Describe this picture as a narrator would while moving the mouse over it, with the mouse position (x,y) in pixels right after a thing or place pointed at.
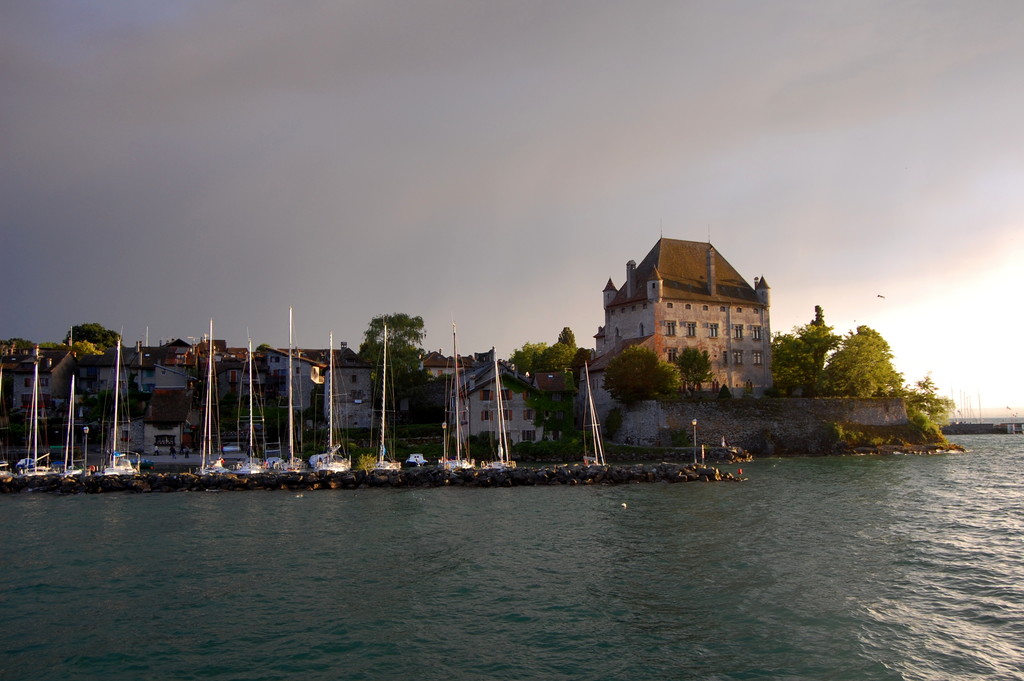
In this image, we can see some boats (592,425). We can see some water (880,579), stones (677,464). There are a few buildings (744,383), trees (793,394) and plants (478,439). We can also see the sky (479,255) and the wall (750,408).
